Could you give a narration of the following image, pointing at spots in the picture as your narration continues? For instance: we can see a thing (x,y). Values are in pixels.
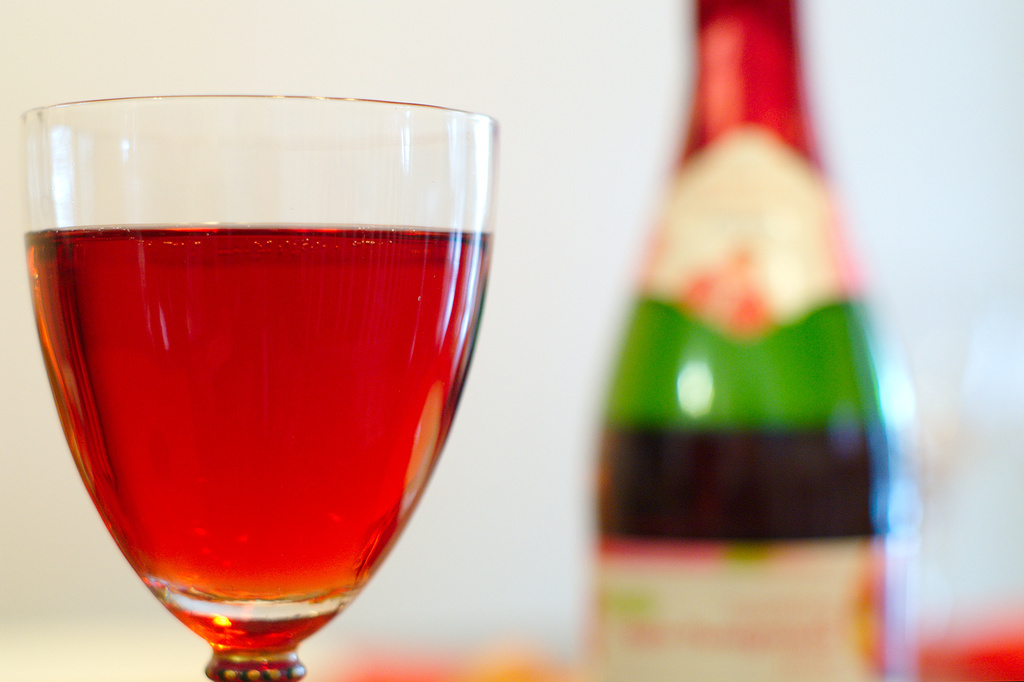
In the image there is a glass (258,254) filled with some drink (286,507), behind the drink (293,424) it looks like there is a bottle (752,546).
